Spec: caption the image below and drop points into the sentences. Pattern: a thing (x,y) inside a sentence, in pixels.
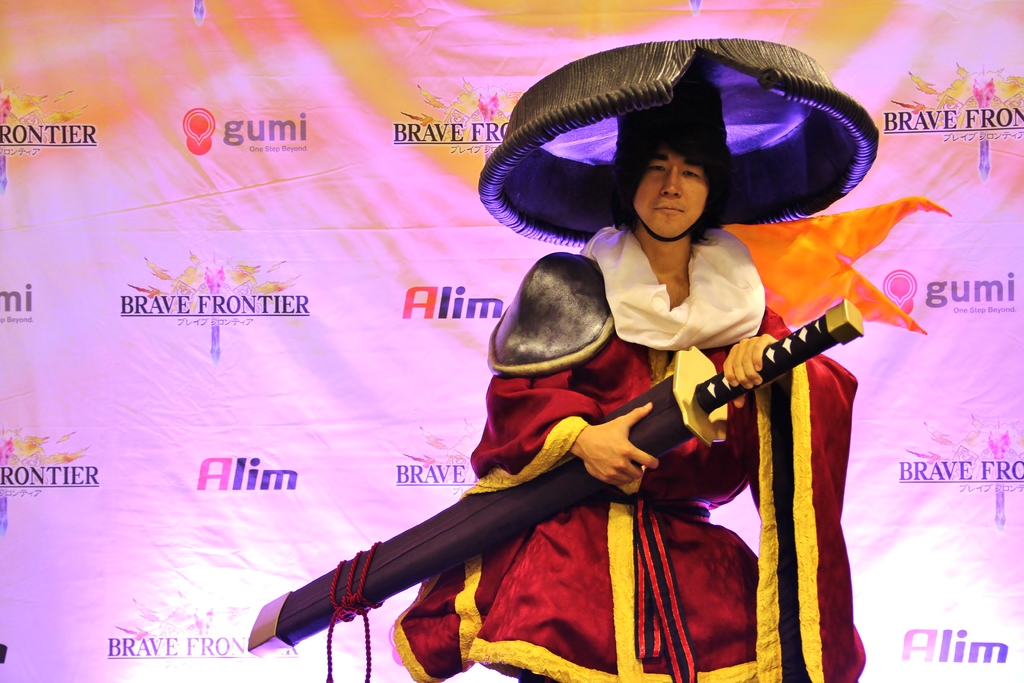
In the image we can see there is a person (663,623) standing and he is wearing a costume (734,448). He is holding sword (563,472) in his hand (631,414) and he is wearing hat (700,89). Behind there is a banner (366,327).
